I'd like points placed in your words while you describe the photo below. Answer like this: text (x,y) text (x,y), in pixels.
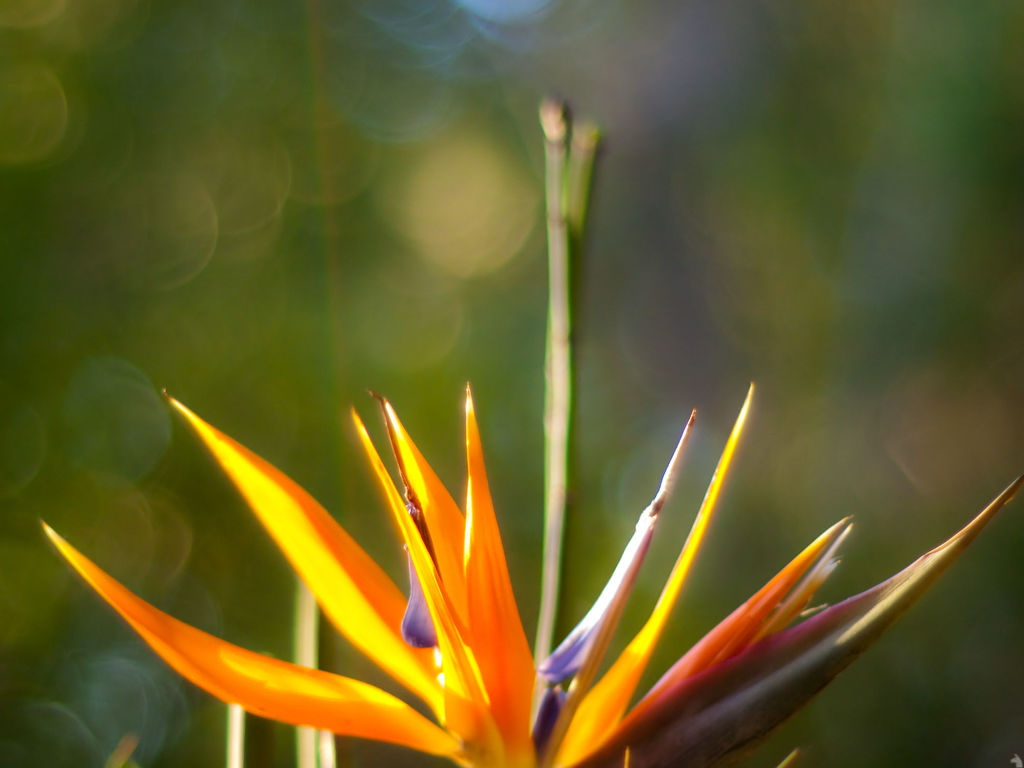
We can see colorful flower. In the background (684,197) it is blue and green color.
